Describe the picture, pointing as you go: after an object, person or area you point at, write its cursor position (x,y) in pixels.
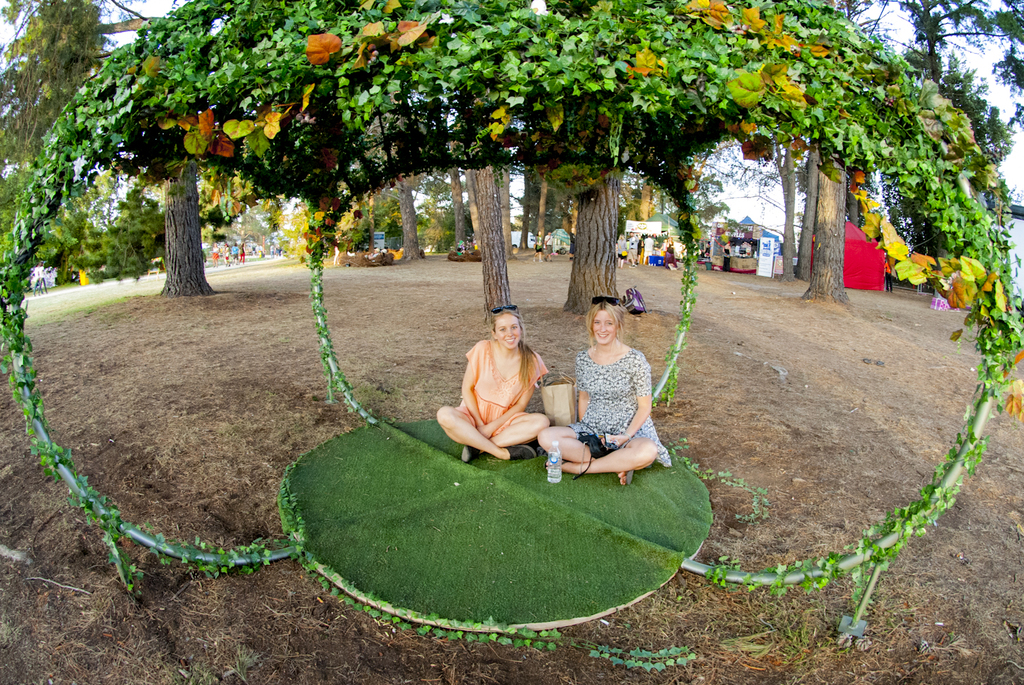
In this picture we can observe two women (545,431) sitting on the green color mat (488,505). There are some plants (387,89) above them. In the background (373,245) we can observe some trees (239,214) and a sky (946,73).
